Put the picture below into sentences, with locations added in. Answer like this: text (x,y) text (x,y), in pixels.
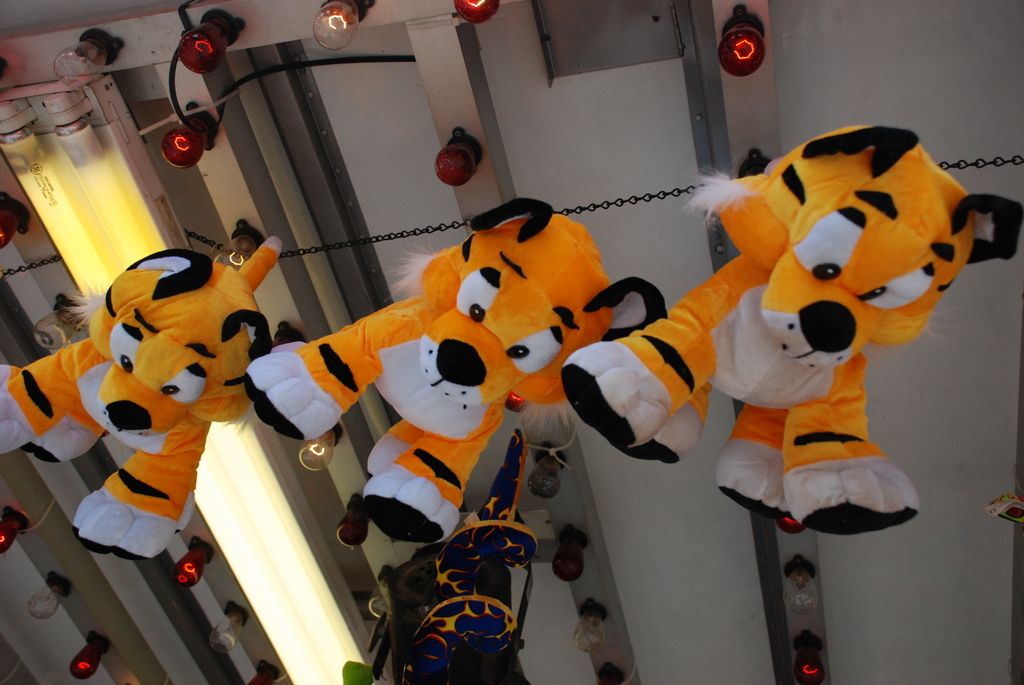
There are tiger toys (361,338) hanged on chain (462,223) on the ceiling (449,212). On the ceiling (197,222) there are rods (238,172) with lights (808,655). Also there are tube lights (233,533) on the ceiling (232,594).
